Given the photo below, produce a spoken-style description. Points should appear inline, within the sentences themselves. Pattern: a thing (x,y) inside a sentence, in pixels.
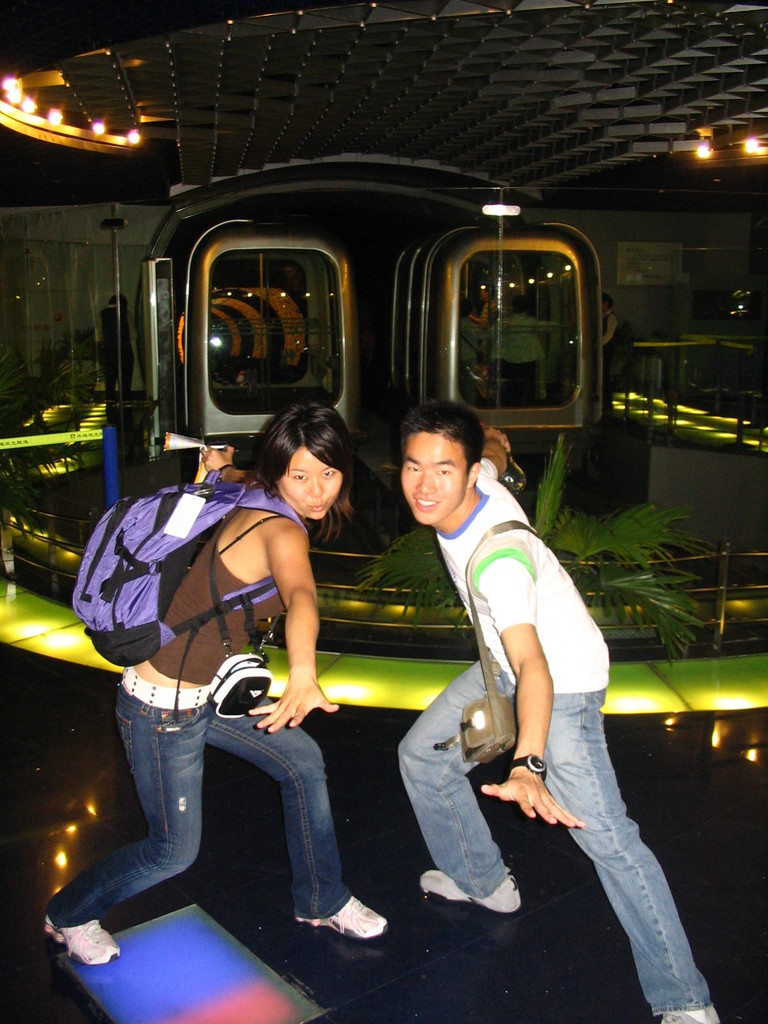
In this image in the front (306,611) there are persons (313,664) standing and posing. In the background (434,326) there are trains (319,337) on the top (708,151) there are lights (53,121) and there are persons (124,334) in the background (471,336).
